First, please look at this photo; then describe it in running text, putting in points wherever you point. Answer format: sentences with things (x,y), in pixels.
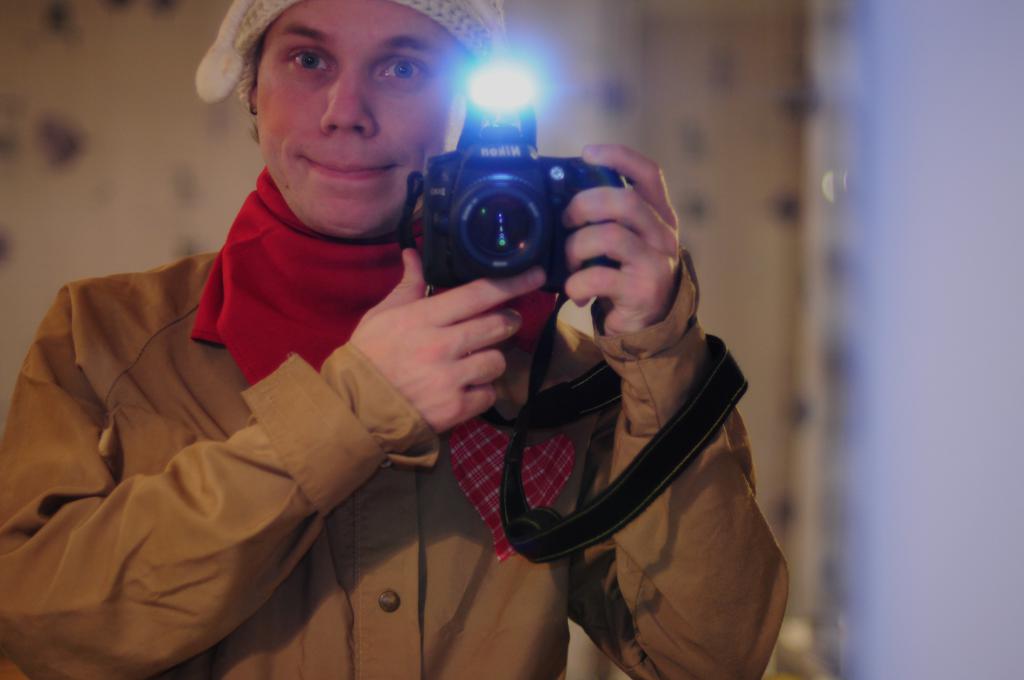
Here we can see a person (309,375) on the left (172,315) and the person (637,366) is holding a camera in their hand (634,265).
